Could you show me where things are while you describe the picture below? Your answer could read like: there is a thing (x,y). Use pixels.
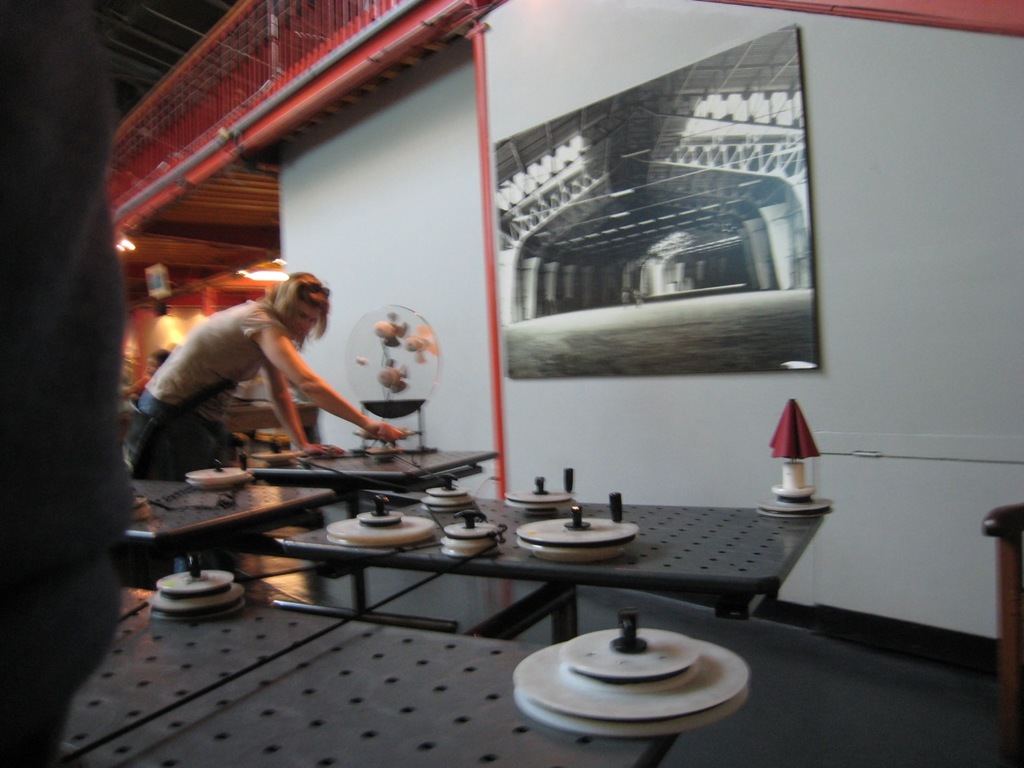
This image is taken indoors. In the background (920,236) there is a wall (965,245) and there is a picture frame (655,226) on the wall (854,208). At the top of the image (235,98) there is a railing (227,86) and there is a pipeline (223,143). At the bottom of the image (314,724) there is a floor (827,730) and there is a table (286,659) with a few things (553,708) on it. On the left side of the image (90,280) there is a person (72,444) and there are a few lights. A woman (236,370) is standing on the floor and holding something (381,448) in her hands (384,436) and there are a few tables (434,513).
